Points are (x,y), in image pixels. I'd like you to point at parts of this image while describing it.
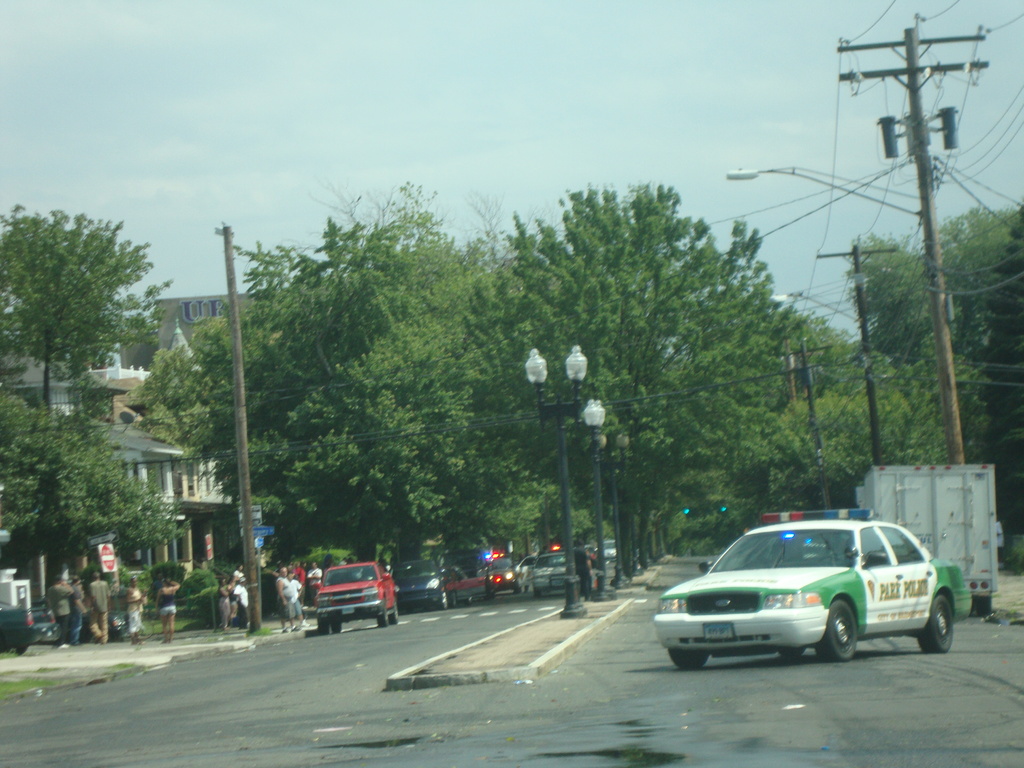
In this picture we can see cars (341,584) on the road (612,684), poles (600,503), trees (445,480), wires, signboards (104,562), buildings (127,412) and some people (310,574) on a footpath (117,647) and in the background (425,210) we can see the sky (267,227).
